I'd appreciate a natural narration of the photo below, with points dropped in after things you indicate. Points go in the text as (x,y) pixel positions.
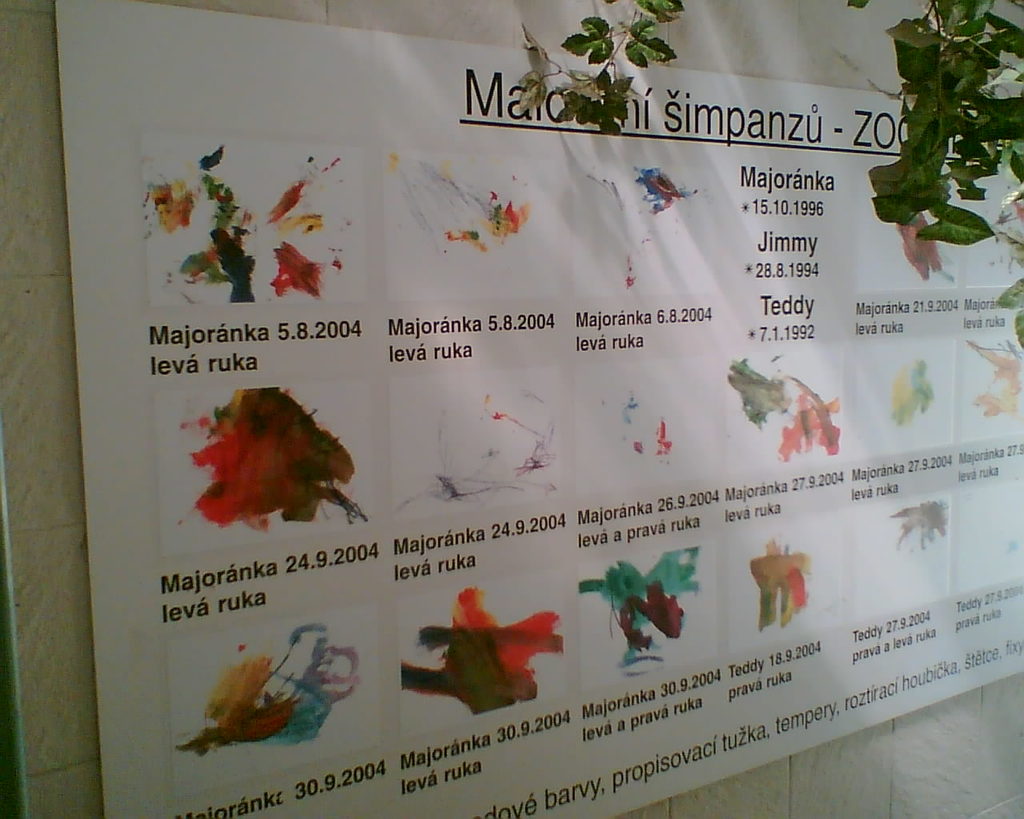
In this image, we can see a banner (434,298) on the wall (45,571). There are branches (974,77) in the top right of the image (946,138).
